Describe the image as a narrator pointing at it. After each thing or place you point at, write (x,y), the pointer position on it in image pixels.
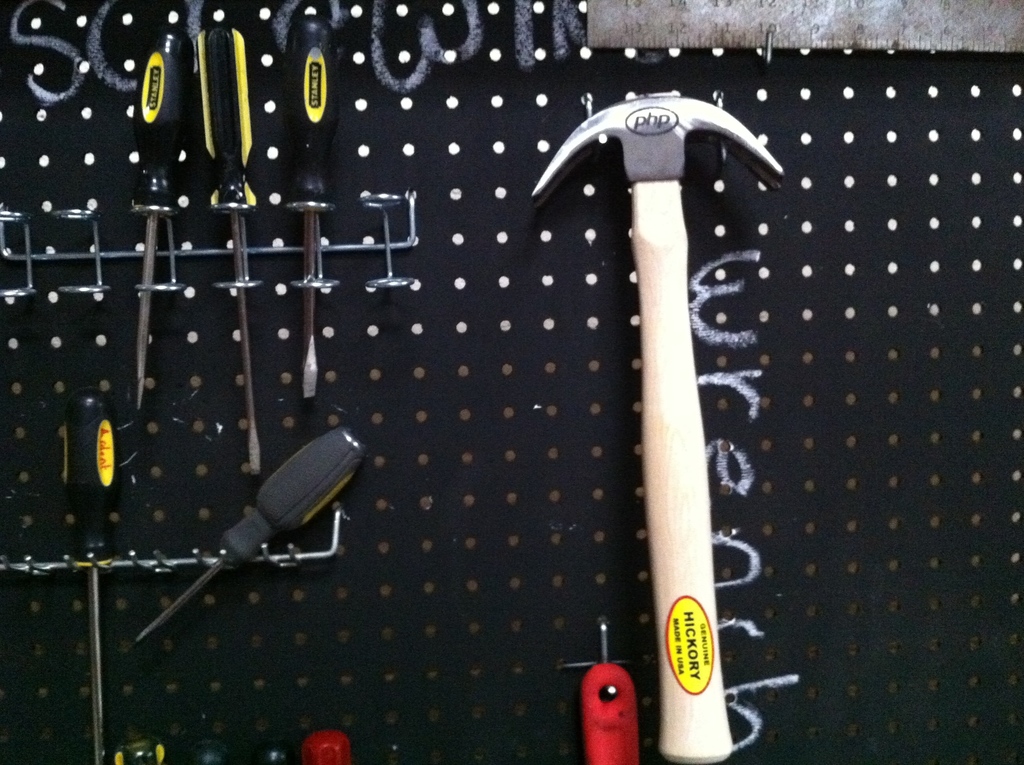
There is a black surface (430,334). On that there is a hammer (646,276), screwdrivers (299,127) and some other tools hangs on the surface (714,347).
